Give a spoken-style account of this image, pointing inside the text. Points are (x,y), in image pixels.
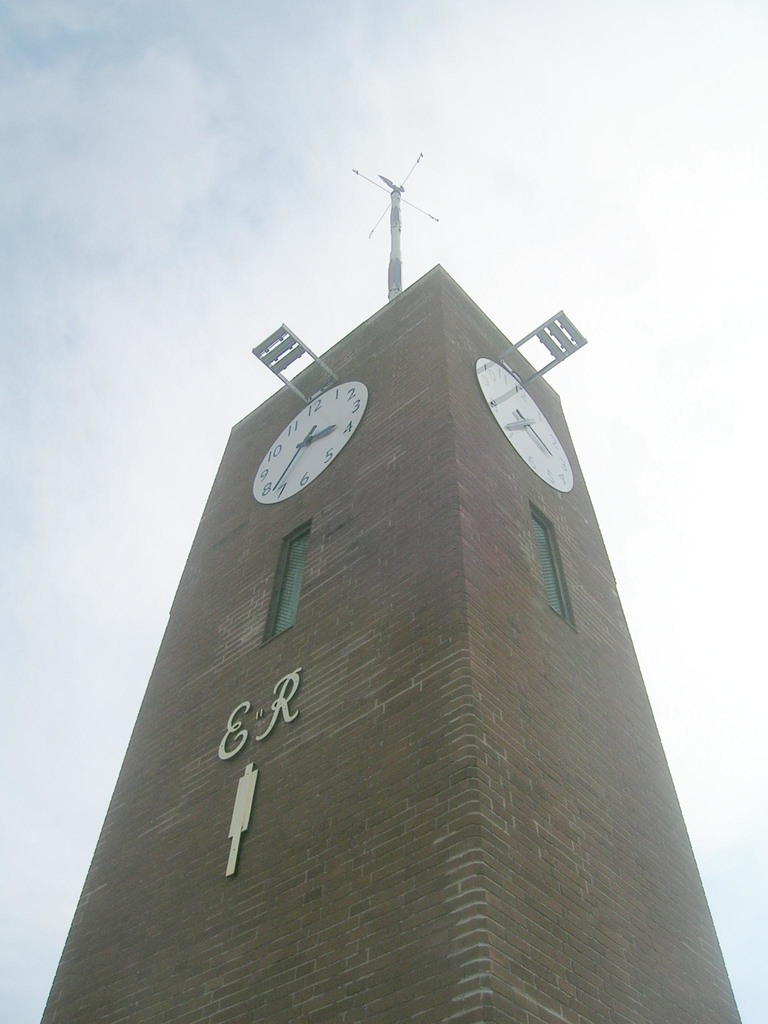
In this image in the center (384,386) there is a tower (378,559), and there are clocks (305,451) and there is text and antenna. In the background (632,346) there is sky (233,251).
